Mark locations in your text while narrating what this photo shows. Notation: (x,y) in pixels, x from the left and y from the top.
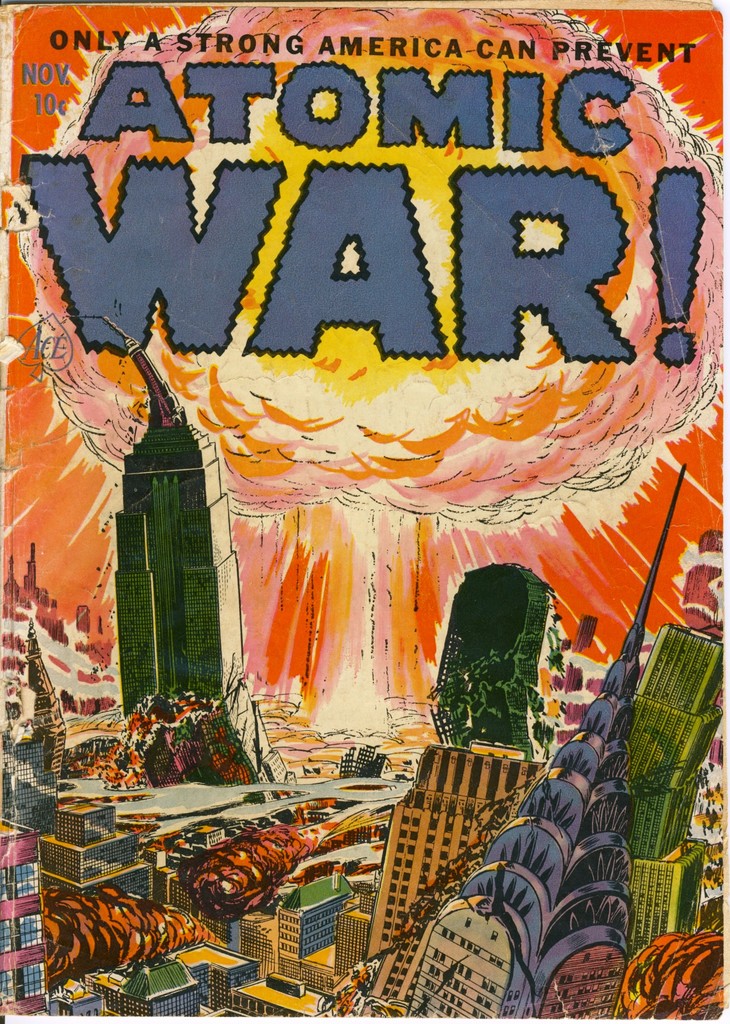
This is a poster and in this poster we can see buildings (667,735), fire (274,406), some objects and some text (297,294).
